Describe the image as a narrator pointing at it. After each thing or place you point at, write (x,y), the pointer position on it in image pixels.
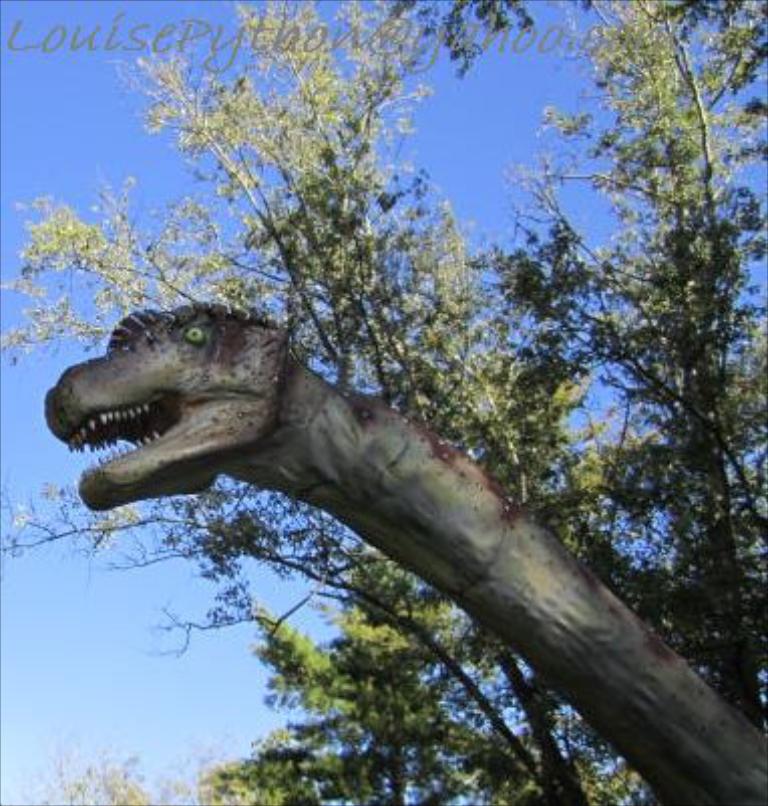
In the picture we can see a sculpture of a dinosaur (687,761) and behind it, we can see some trees (707,661) and behind it we can see a sky (32,632).
